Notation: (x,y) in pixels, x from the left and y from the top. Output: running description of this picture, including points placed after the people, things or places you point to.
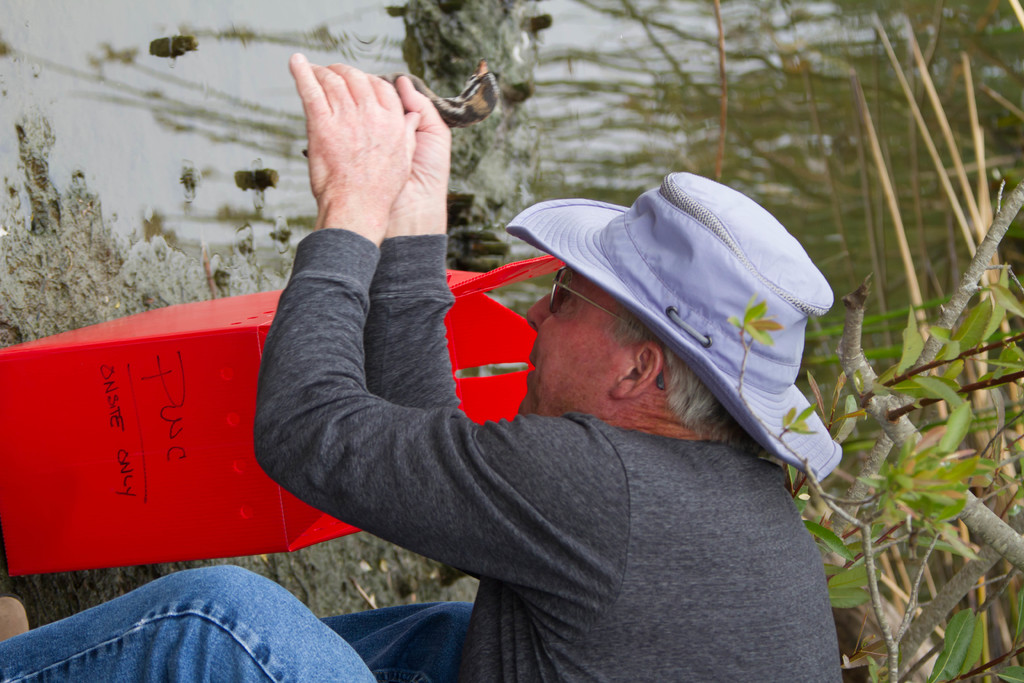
In this image in the foreground (517,447) there is one person (606,439) who is holding some animal (488,80), and in the background (548,93) there is a red color object (502,336) and some plants (907,528) and grass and there is water (594,153).
